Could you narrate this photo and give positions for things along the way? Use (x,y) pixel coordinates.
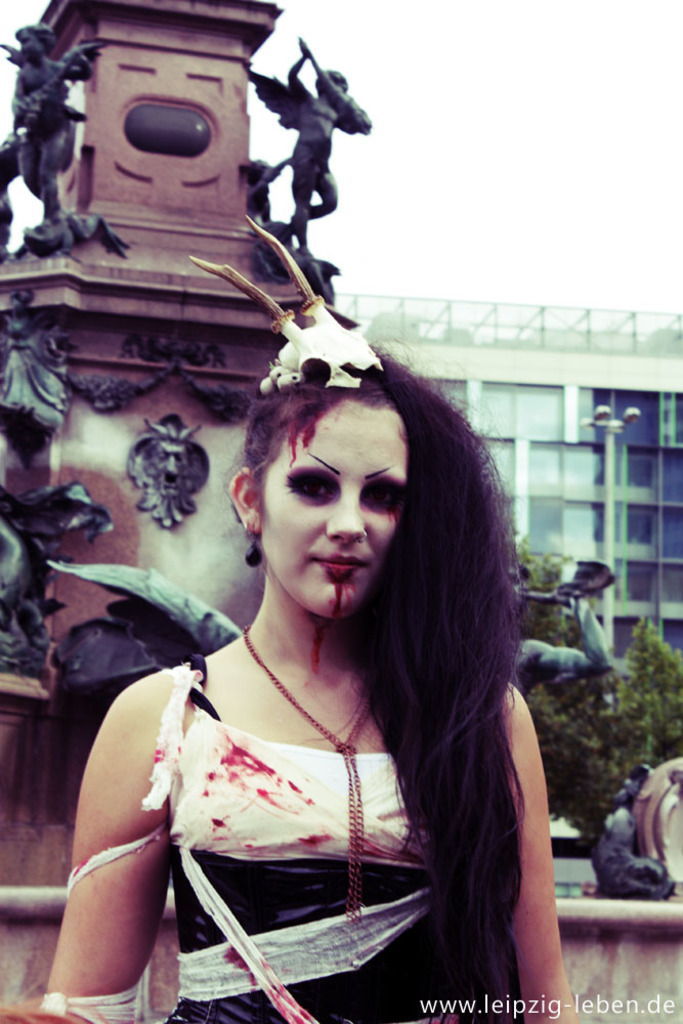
In this image we can see a woman (300,718). In the background (221,282) we can see statues (16,581), leaves (531,614), pole (608,589), building (635,474), and sky (526,1). At the bottom of the image (575,1010) we can see something is written on it.
